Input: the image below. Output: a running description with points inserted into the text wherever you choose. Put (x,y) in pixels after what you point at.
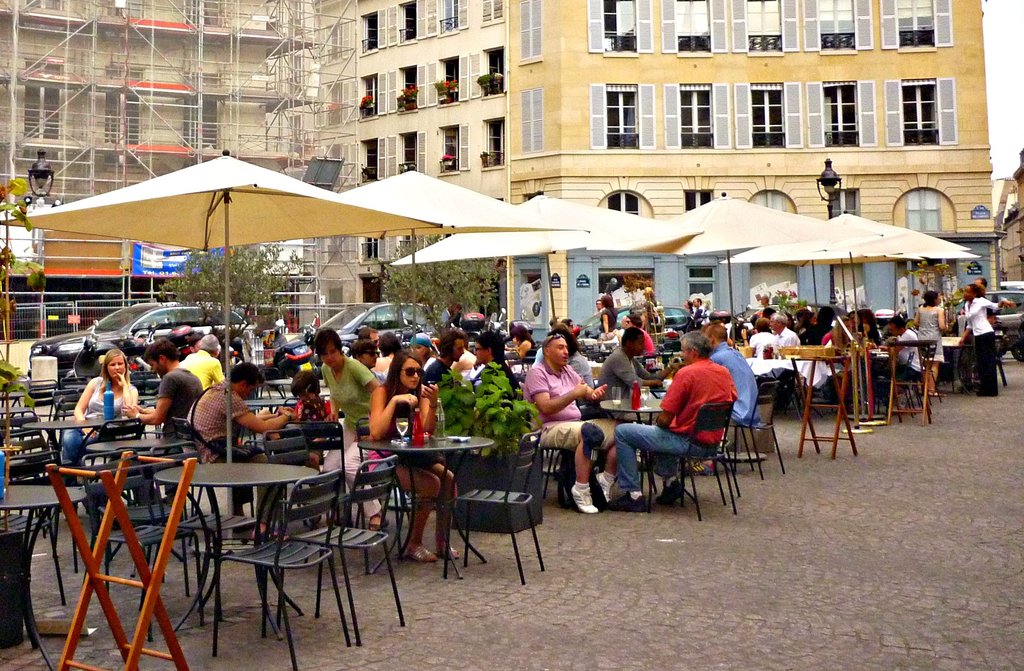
This is looking like food court (743,355). So many people (746,370) are sitting in this food court (515,424). There are chairs (315,508) and tables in this food court (521,480). There are tents (612,224) also in this food court (225,263). In the back (262,290) there are two trees (434,280). Also there are two cars (369,318) parked in this. And at the background (494,147) there is a building (772,97) and this building (895,96) consist of windows (701,109) also there is a construction of building (167,112) going on. There is a lamp (45,182) in the background (33,186).
